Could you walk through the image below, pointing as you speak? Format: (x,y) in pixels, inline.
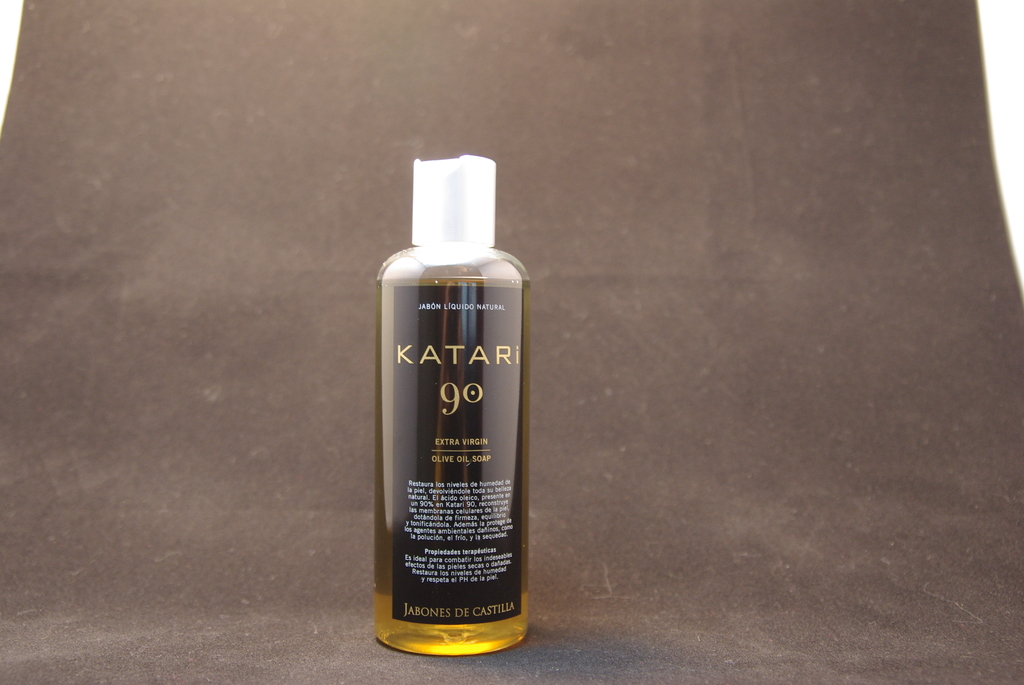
In this image we can see a bottle (498,525) with some text (482,519) on it which is placed on the surface (310,607).
